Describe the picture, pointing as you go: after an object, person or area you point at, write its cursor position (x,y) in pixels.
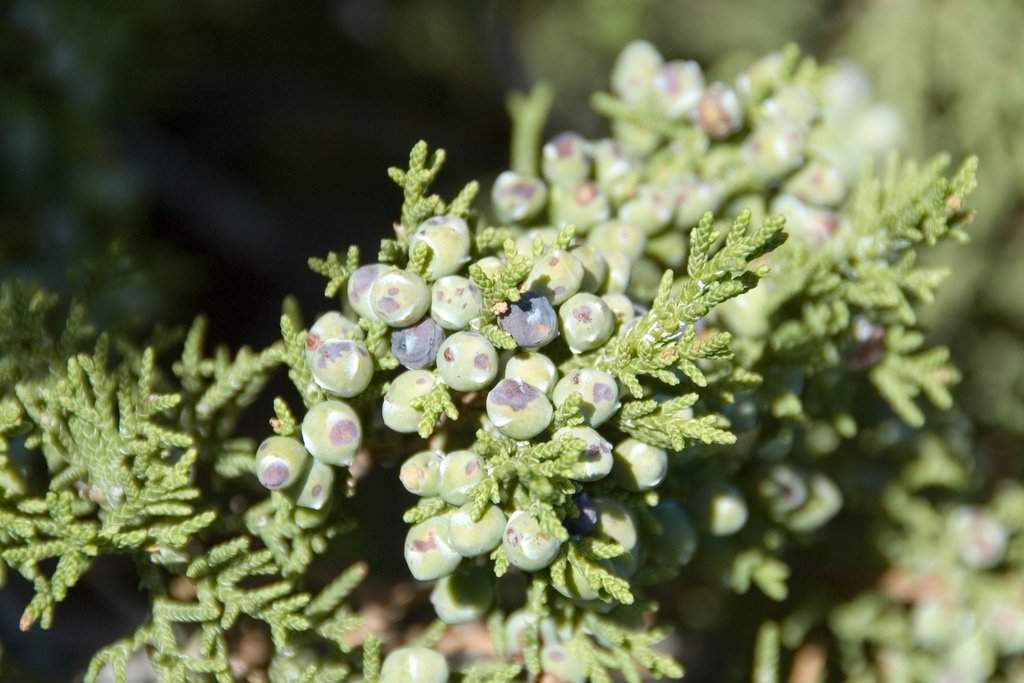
In this image I can see few plants (513,447) which are green in color and to them I can see few fruits (415,314) which are green and black in color. I can see the blurry background (1010,105).
